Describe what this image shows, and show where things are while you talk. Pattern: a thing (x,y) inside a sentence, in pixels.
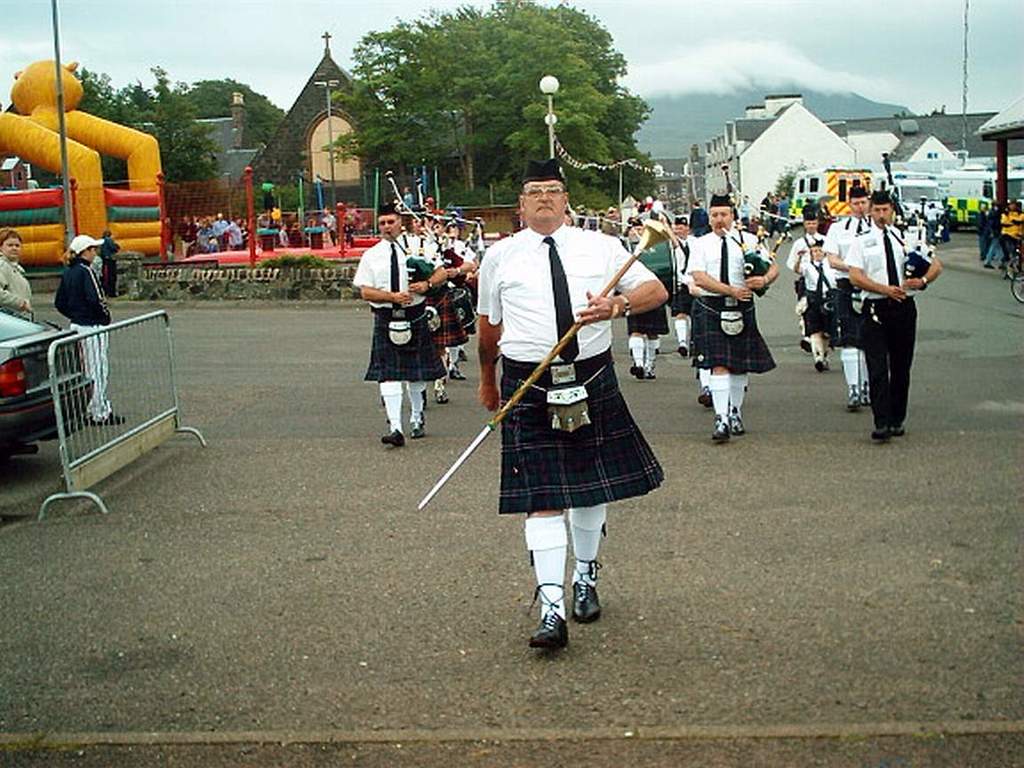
In this image, we can see a group of people (854,251) holding some musical instruments (394,188), and stick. They are walking on the road (597,661). Left side of the image (14,391), we can see a barricade (112,396), vehicle (42,391). background (771,142) there are so many houses (927,155), trees (573,175), poles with lights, banners (627,161), pillars (1005,163), vehicles (930,187), bicycles (1023,269), mesh (189,204). Top of the image (712,88), we can see the sky (687,75), holy cross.
